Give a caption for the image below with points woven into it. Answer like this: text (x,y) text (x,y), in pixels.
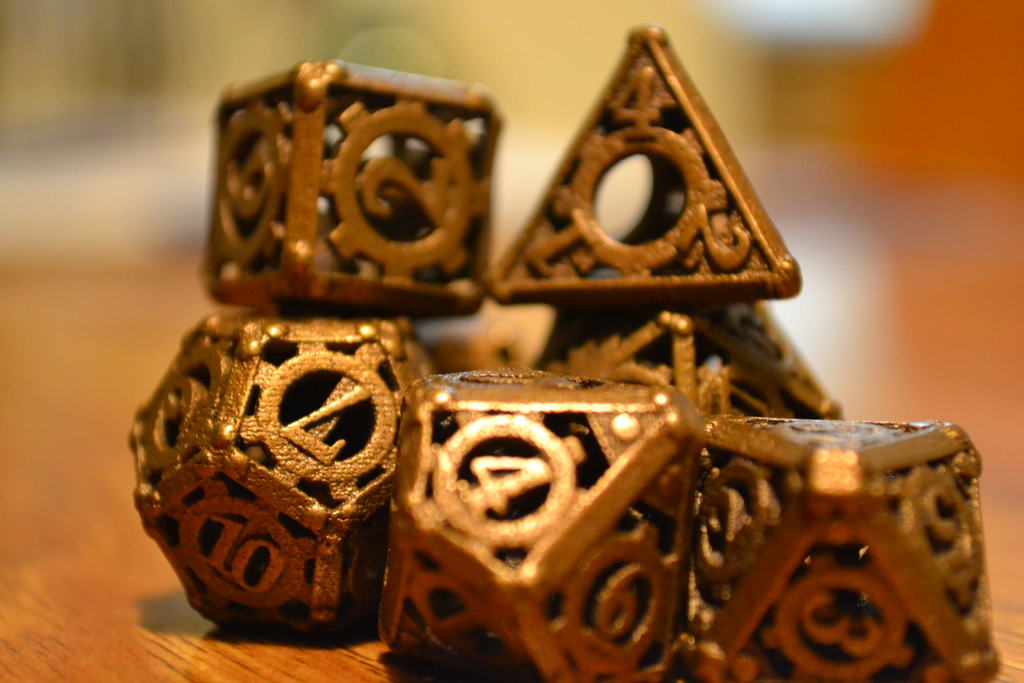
In this image we can see decors (269,402) placed on the table (69,611).
